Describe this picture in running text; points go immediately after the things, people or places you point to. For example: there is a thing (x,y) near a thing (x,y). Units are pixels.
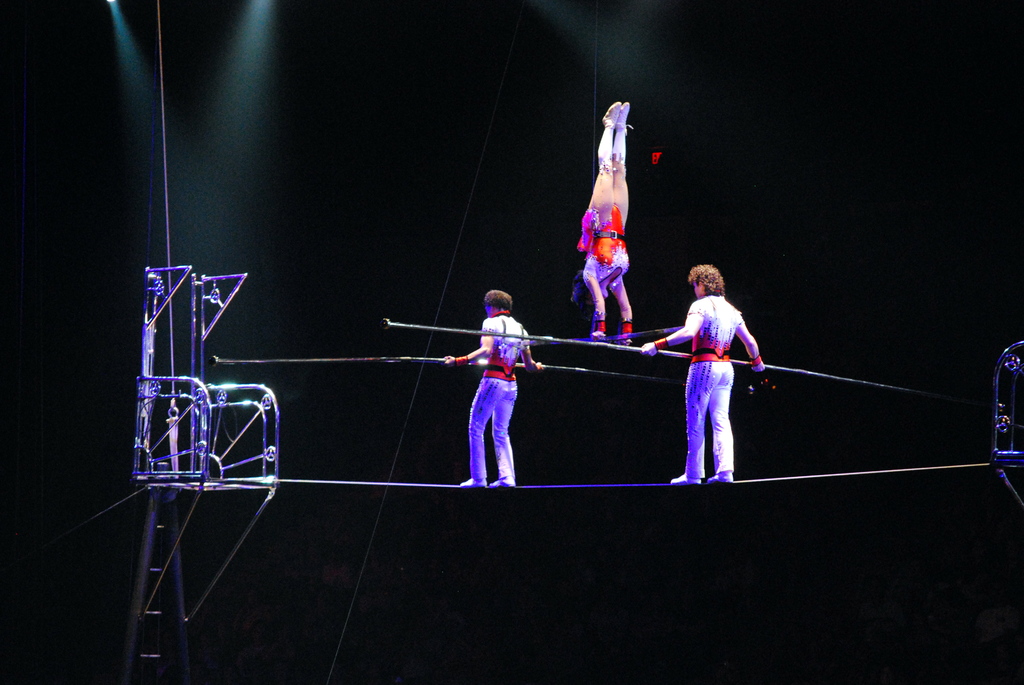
In this given image, We can see the black color curtain (689,159) and we can see the shadow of lights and they are two people (476,466), Who are walking on a rope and another person (597,327), who is standing on a rod (639,334) doing gymnastics.
